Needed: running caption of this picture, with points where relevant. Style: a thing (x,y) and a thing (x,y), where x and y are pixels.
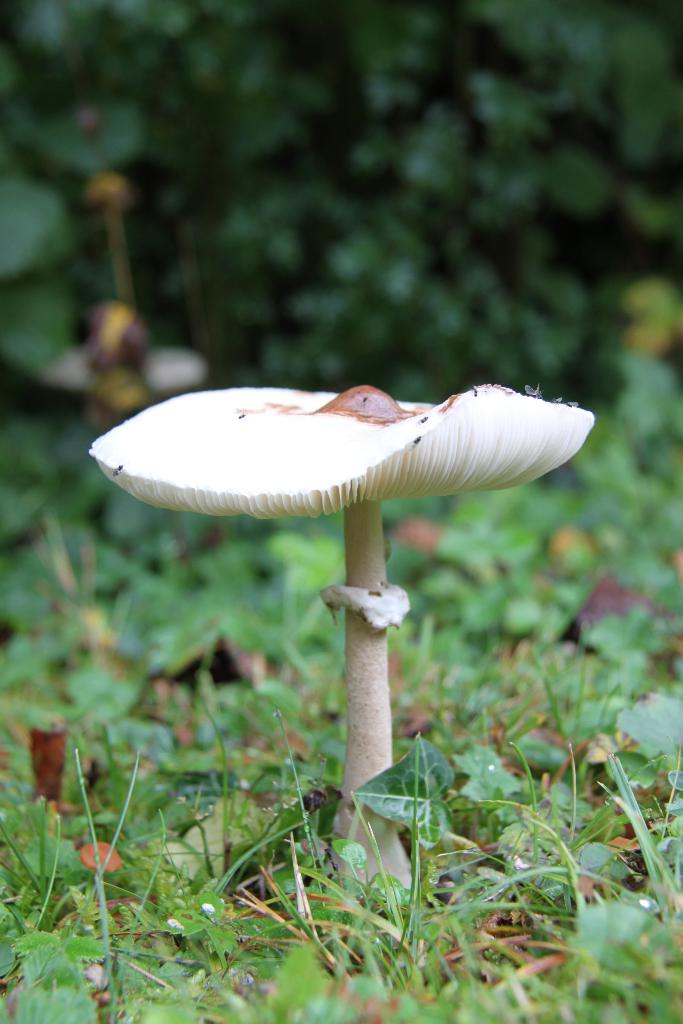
In this image we can see a mushroom (404,859). We can also see some grass (414,824) and plants (529,667).
